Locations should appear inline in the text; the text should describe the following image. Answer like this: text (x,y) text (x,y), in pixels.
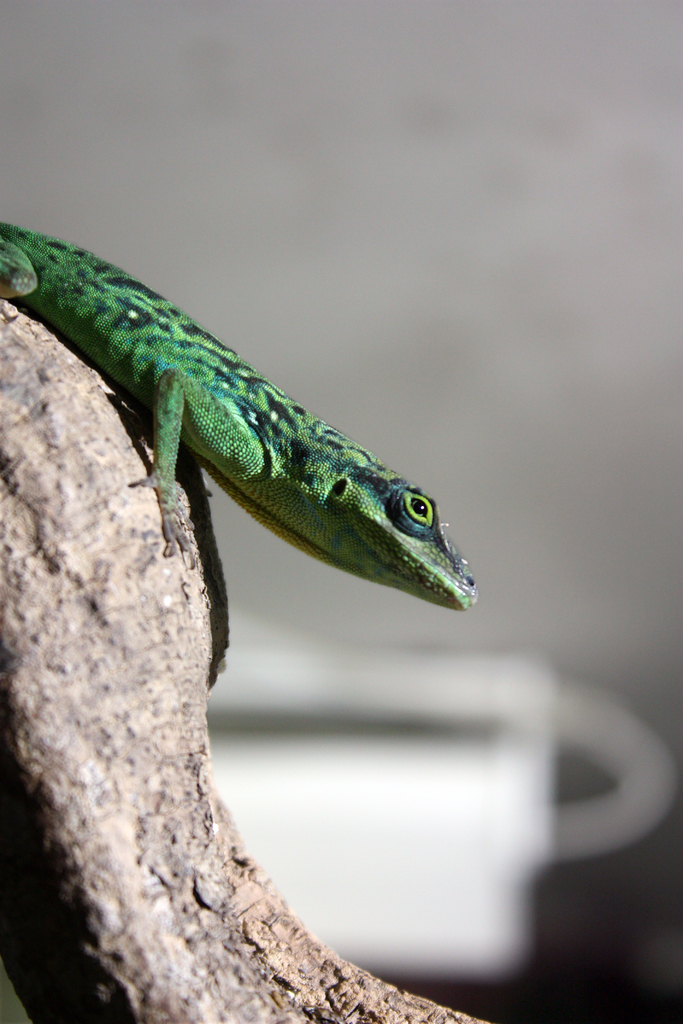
In this picture we can see the green color lizard (139,323) sitting on the tree branch (184,770). Behind there is a blur background (493,215).
